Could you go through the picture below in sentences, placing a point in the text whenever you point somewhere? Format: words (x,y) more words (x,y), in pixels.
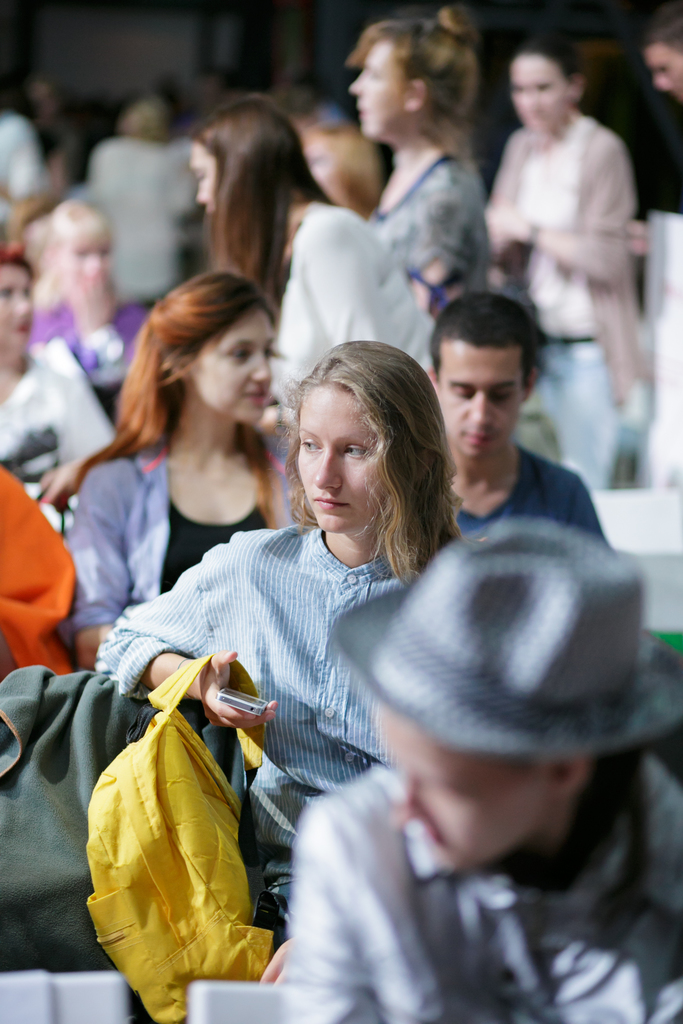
In the picture there are few people (408,486) sitting in the front (305,450) and behind them some other people (322,184) were standing. In the whole picture only the woman (246,664) holding yellow bag (245,736) is highlighted and the remaining were blurred.
